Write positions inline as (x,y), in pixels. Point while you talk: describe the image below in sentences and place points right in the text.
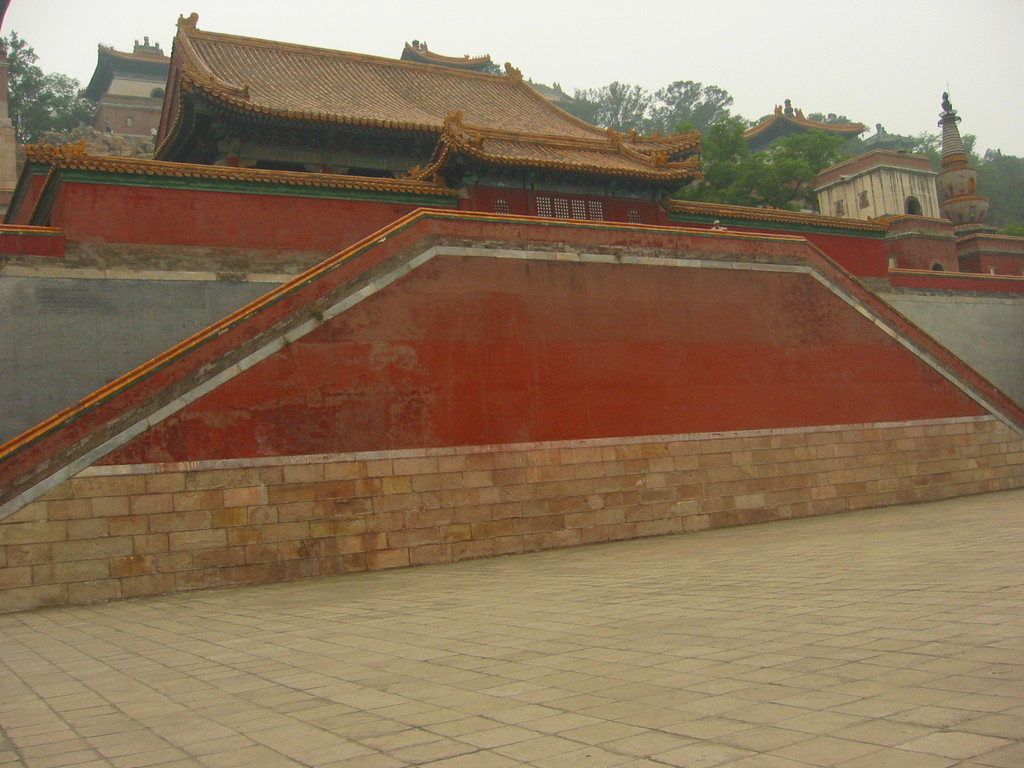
In this image we can see a group of houses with windows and roof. We can also see a group of trees (798,200) and the sky (726,56) which looks cloudy. On the bottom of the image (488,649) we can see the floor (484,653) made with marbles (598,607).
